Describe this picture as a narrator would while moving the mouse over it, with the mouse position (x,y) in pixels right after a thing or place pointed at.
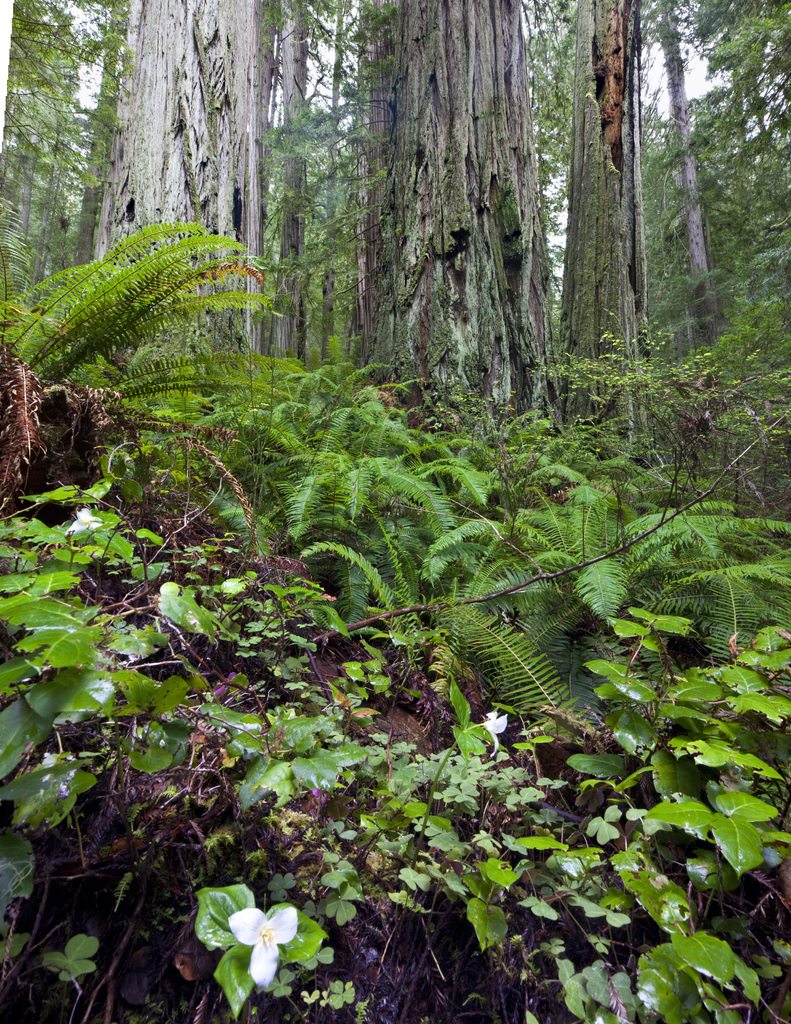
In this picture we can see some plants (279,804) in the front (267,797), there is a white color flower (282,923) at the bottom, in the background (709,96) there are some trees (535,186) and the sky (328,53).
